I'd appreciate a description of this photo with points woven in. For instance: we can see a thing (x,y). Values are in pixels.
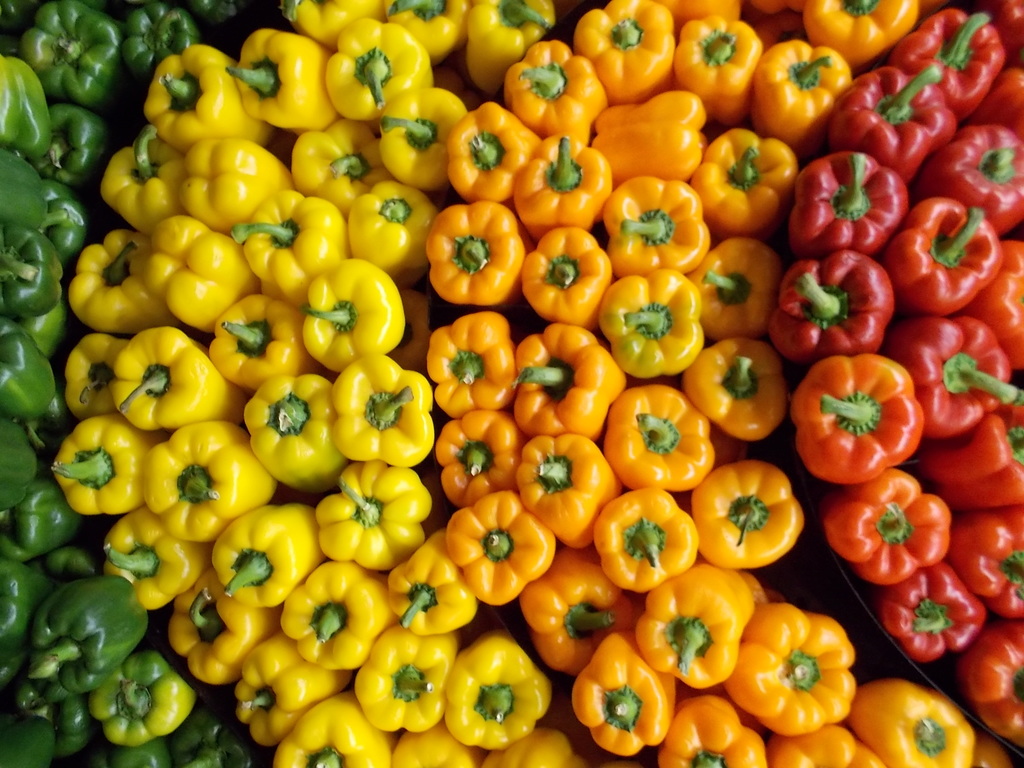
There are capsicums (49,561) in green, yellow, orange and red colors arranged.
